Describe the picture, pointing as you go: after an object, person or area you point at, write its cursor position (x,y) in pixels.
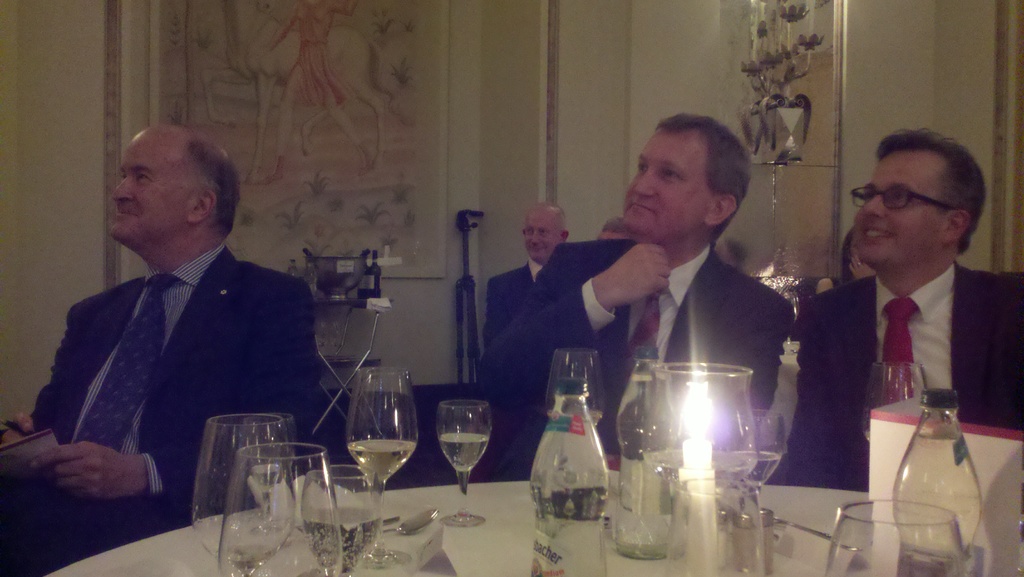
On the background (415,55) we can see a photo frame (382,74) over a wall (523,49). This is a stand (462,306). We can see few persons (137,365) sitting on chairs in front of a table (830,522) and smiling. Here on the table (818,507) we can see bottles (660,489), glasses (342,476) and a candle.
